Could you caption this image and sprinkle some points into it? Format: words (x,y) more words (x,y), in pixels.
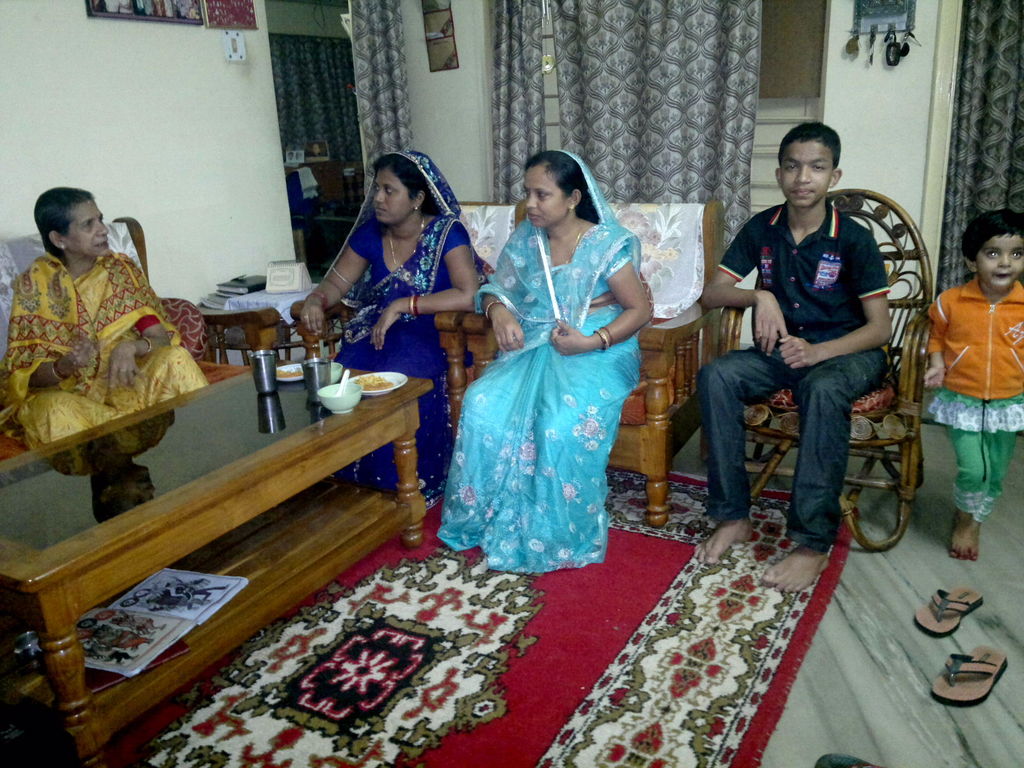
This picture shows few people (557,212) seated on the chairs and we see glasses (272,366) and plates (374,395) on the table (271,591) and we see curtains (719,114) to the window (562,85) and a girl (1007,271) standing.
